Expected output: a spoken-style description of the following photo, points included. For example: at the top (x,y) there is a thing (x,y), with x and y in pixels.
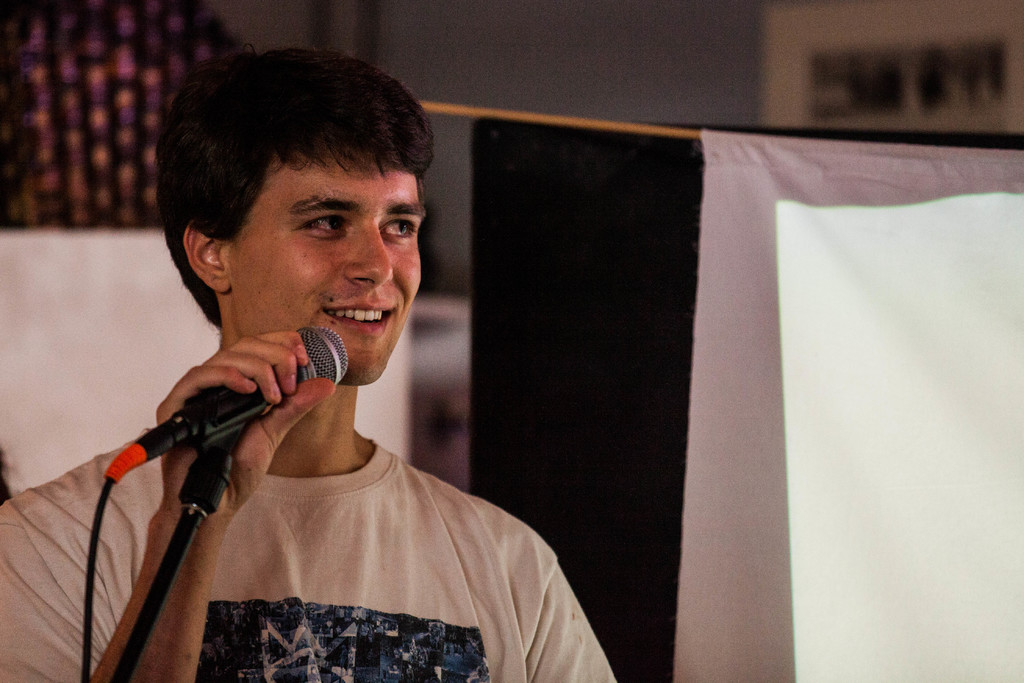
In this image, In the left side (337,641) there is a man (180,614) standing and holding a microphone (220,406) which is in black color, In the right side (807,490) there is a curtain (816,183) which is in white color.
